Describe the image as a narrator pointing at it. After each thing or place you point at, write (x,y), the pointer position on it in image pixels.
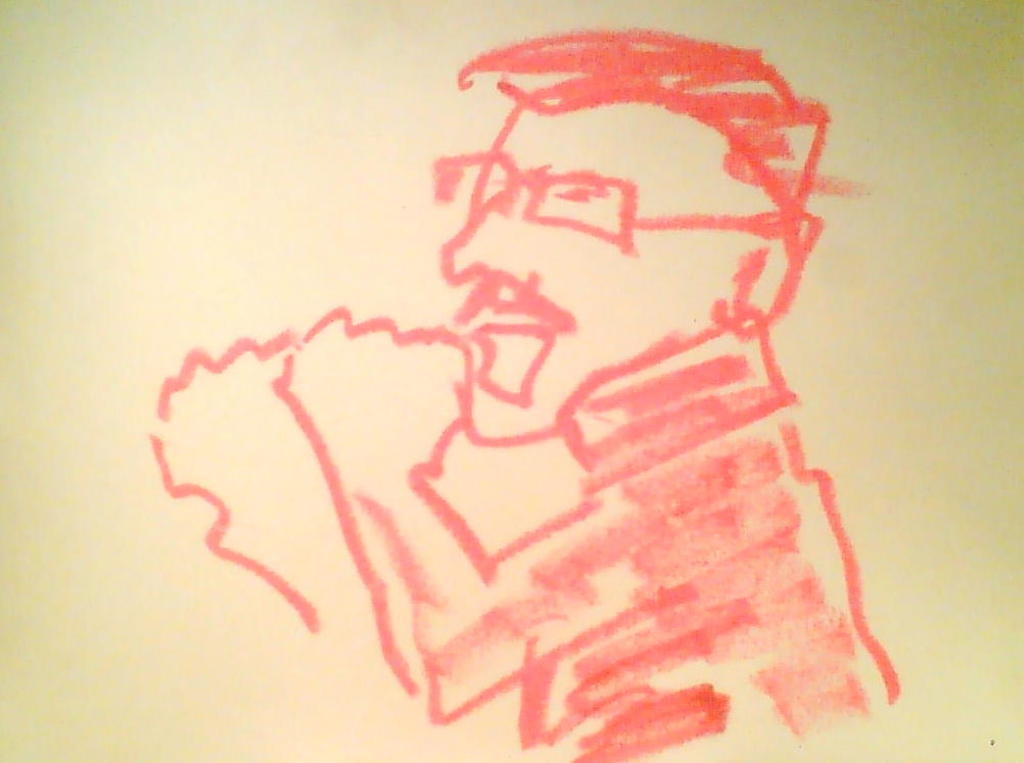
In this image I can see the sketch (491,305) of the person (489,378) and the sketch (631,563) is in red color and I can see the white color background (734,15).
